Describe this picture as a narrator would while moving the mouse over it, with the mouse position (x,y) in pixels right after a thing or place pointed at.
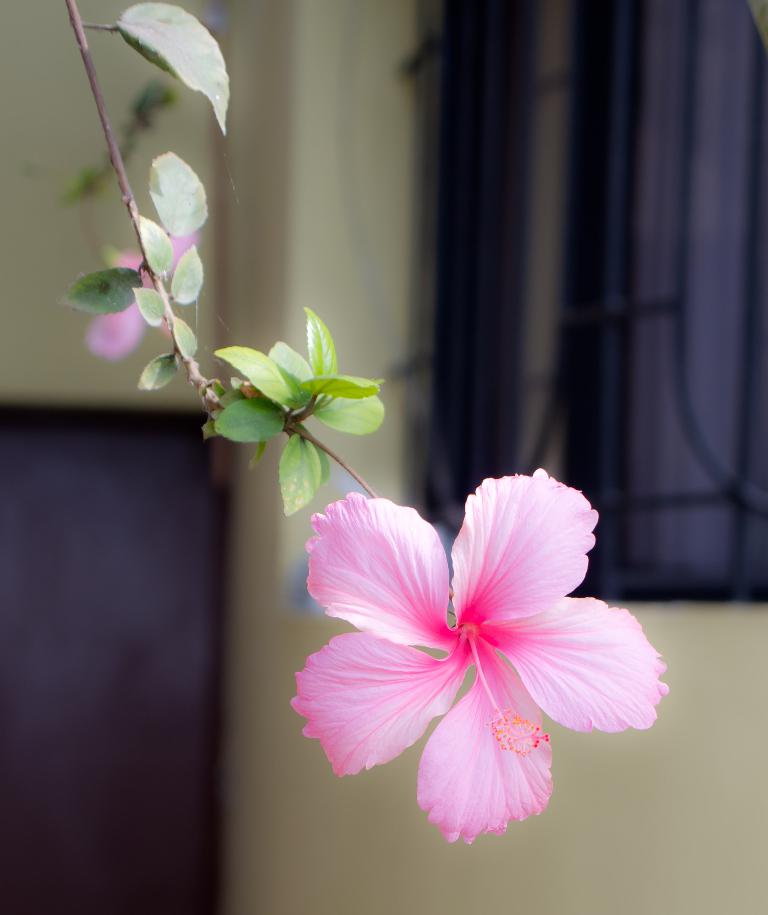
In this image I can see a flower (335,592) and few leaves (308,452) to a stem (212,407). In the background (559,309) there is a window (551,395) to the wall (587,803). On the left side (85,664) there is a black color object (85,664).
